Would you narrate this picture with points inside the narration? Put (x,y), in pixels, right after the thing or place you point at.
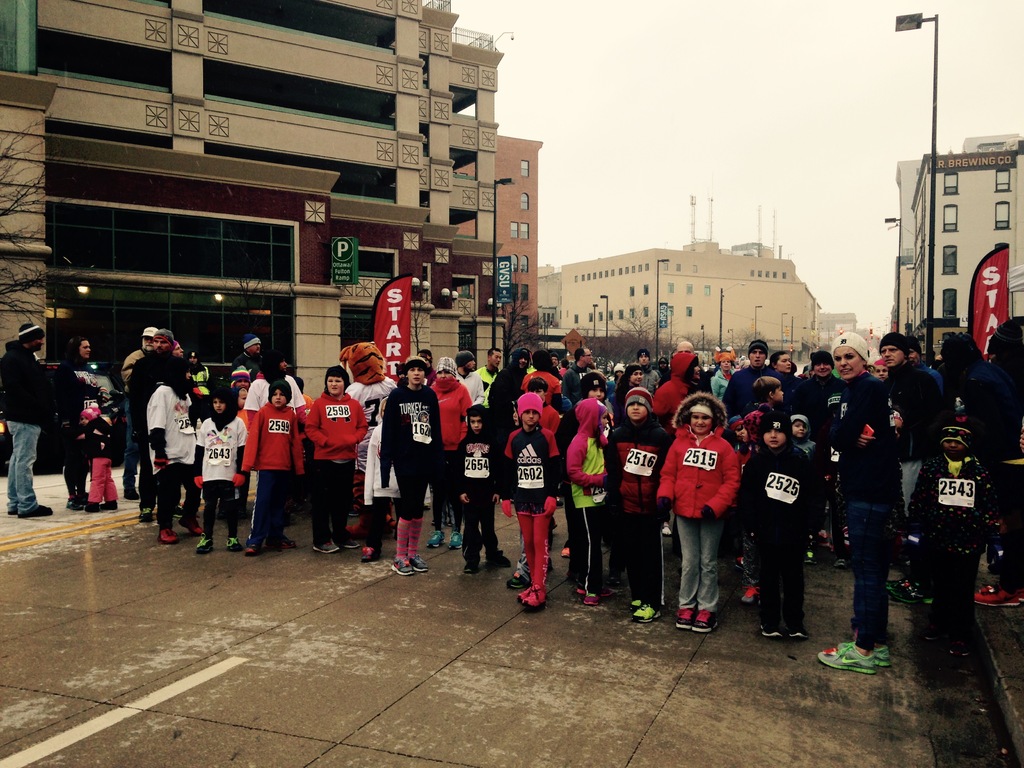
In the foreground of the picture (423,516) I can see a group of people (26,352) standing on the road (28,743). In the background (686,262), I can see the buildings (736,282), light poles (656,332) and trees (643,337). There are clouds (738,90) in the sky (727,119).
